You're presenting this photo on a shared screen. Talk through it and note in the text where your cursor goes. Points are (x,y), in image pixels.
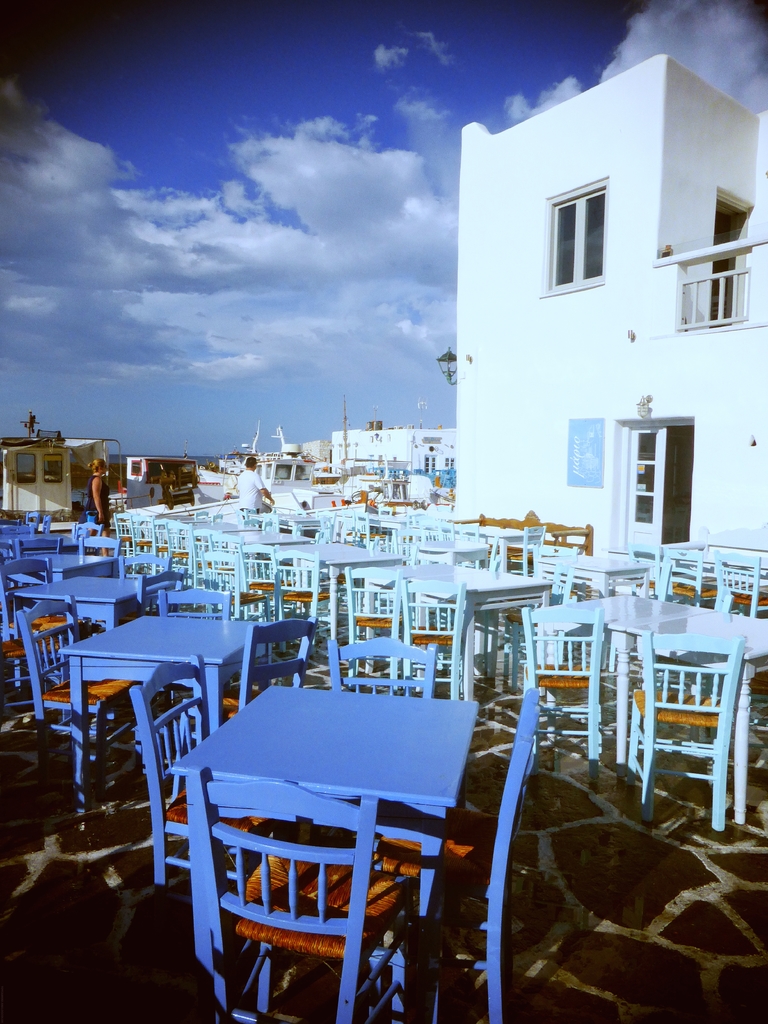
In this image few chairs (378,680) and tables (364,773) are on the floor (640,882). Behind there are two persons (249,494) standing. Right side (529,348) there is a lamp (439,365) attached to the wall (560,388) of a building (569,337) having windows (600,271) and door (666,462). Background there are few buildings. Top of the image (260,239) there is sky (328,199) with some clouds (297,230).
